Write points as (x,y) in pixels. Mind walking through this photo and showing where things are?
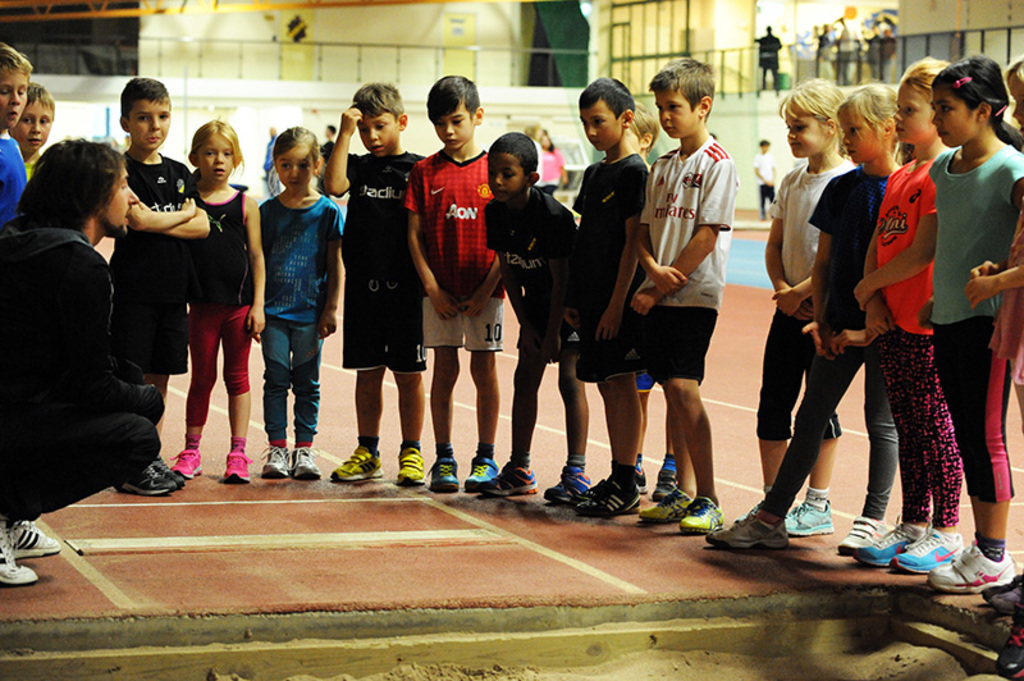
In this image I see number of kids (421,185) and a man (64,153) over here and I see the path (588,388). In the background (377,17) I see few more people (765,33) and I see the fencing (302,58) over here and I see the wall (210,31) and I can also see white lines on the floor (464,469).
